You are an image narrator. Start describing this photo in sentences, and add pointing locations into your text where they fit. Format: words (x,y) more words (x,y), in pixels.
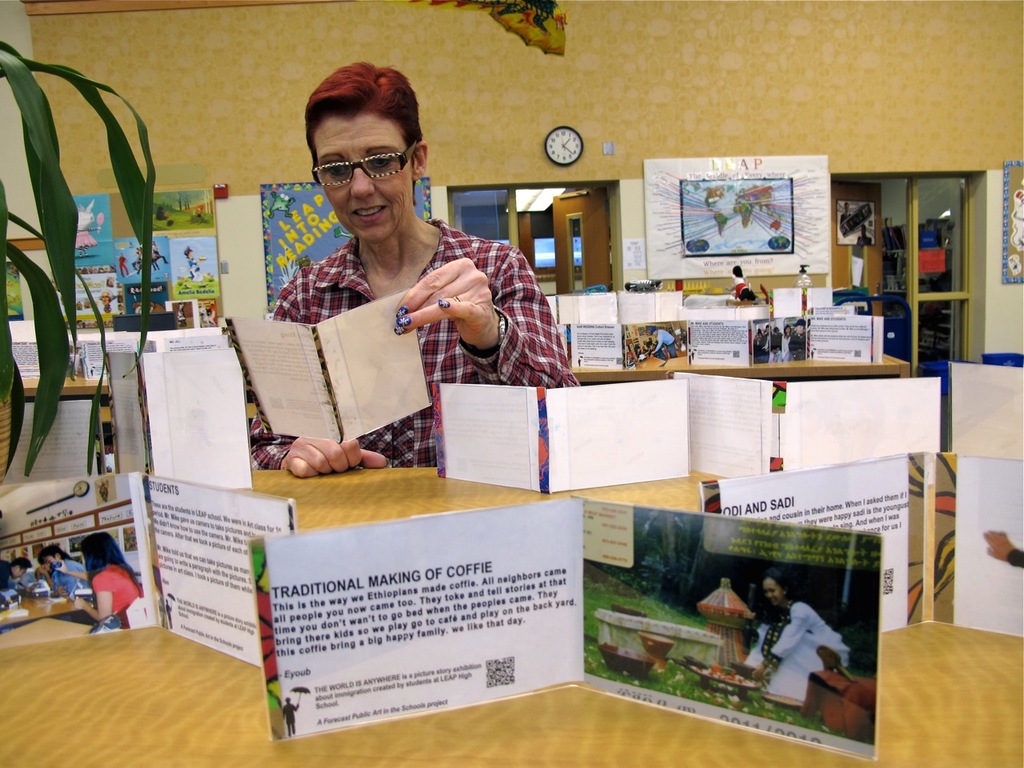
In this image we can see a person (380,257) wearing specs (398,158) is holding a card (308,364). Also there are other cards (180,465). On the cards (356,552) there are images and text (793,502). On the left side (52,206) we can see a plant (7,223). In the background (251,88) there is a wall (562,84) with clock (566,136), photo frames (425,191). Also there are doors (560,224).
